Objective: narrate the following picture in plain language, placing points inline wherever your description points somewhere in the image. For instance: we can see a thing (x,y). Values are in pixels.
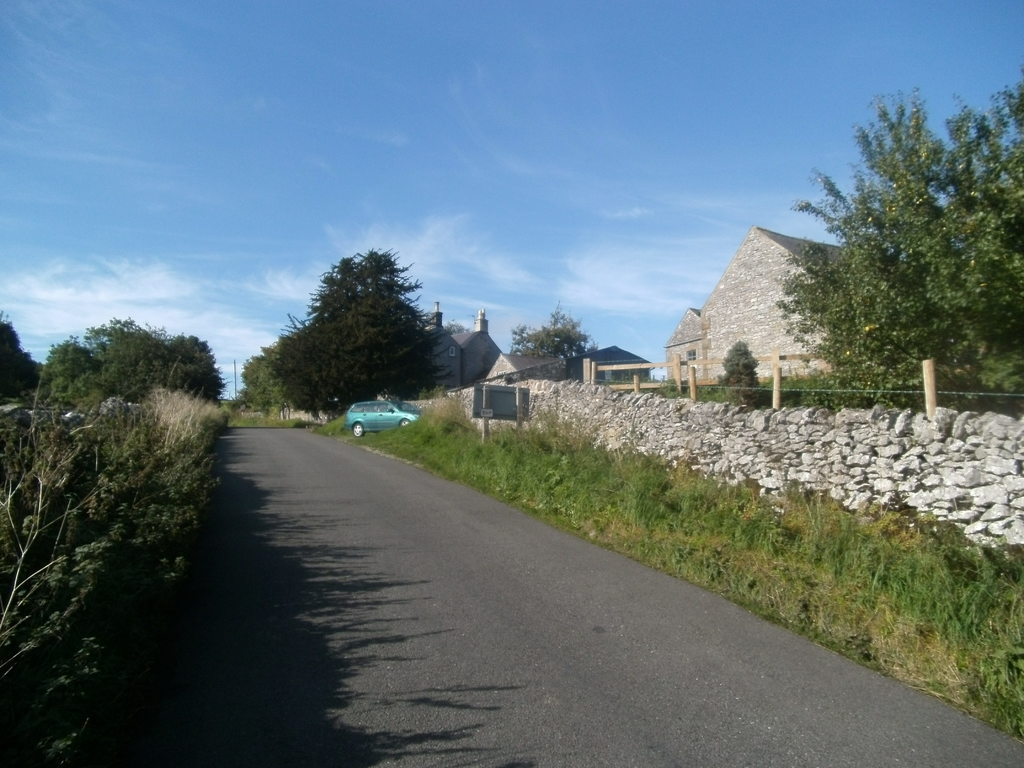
In this image we can see the road (497,611) and there is a car (404,409) and we can see some plants (1005,671), trees (959,174) and grass (161,393) on the ground (161,393). There are some buildings (628,360) on the right side of the image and there is a compound wall (996,478) and at the top (419,83) we can see the sky (653,9).
